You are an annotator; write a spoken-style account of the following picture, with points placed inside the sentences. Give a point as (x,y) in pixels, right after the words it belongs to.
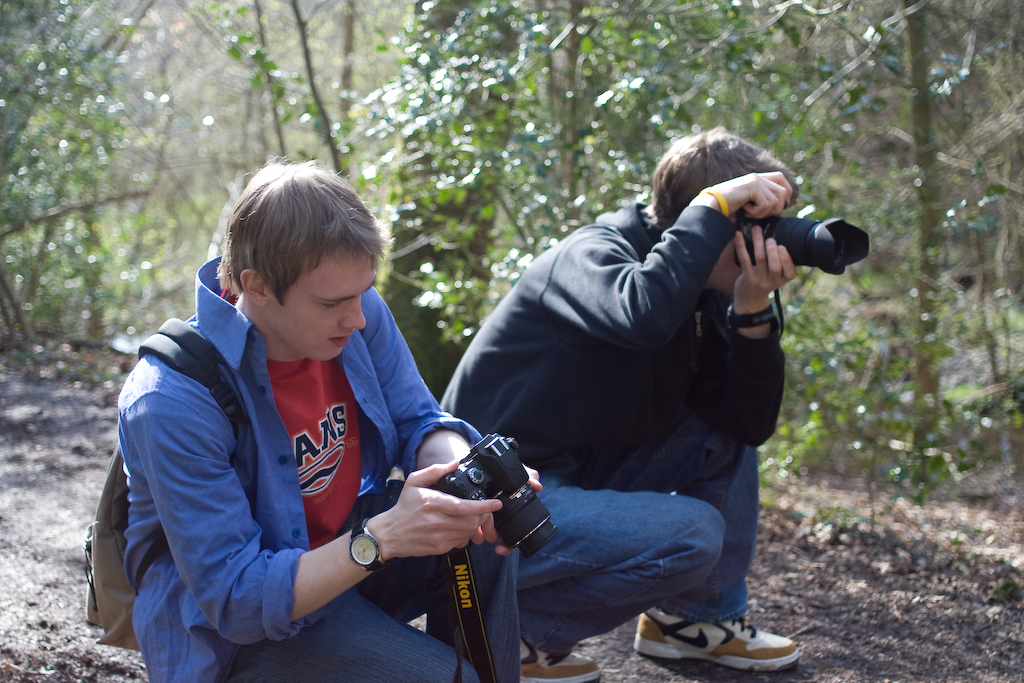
In the image there are two people (552,362) sat on land (912,609) holding cameras (837,251), beside them there are many trees (545,114).
